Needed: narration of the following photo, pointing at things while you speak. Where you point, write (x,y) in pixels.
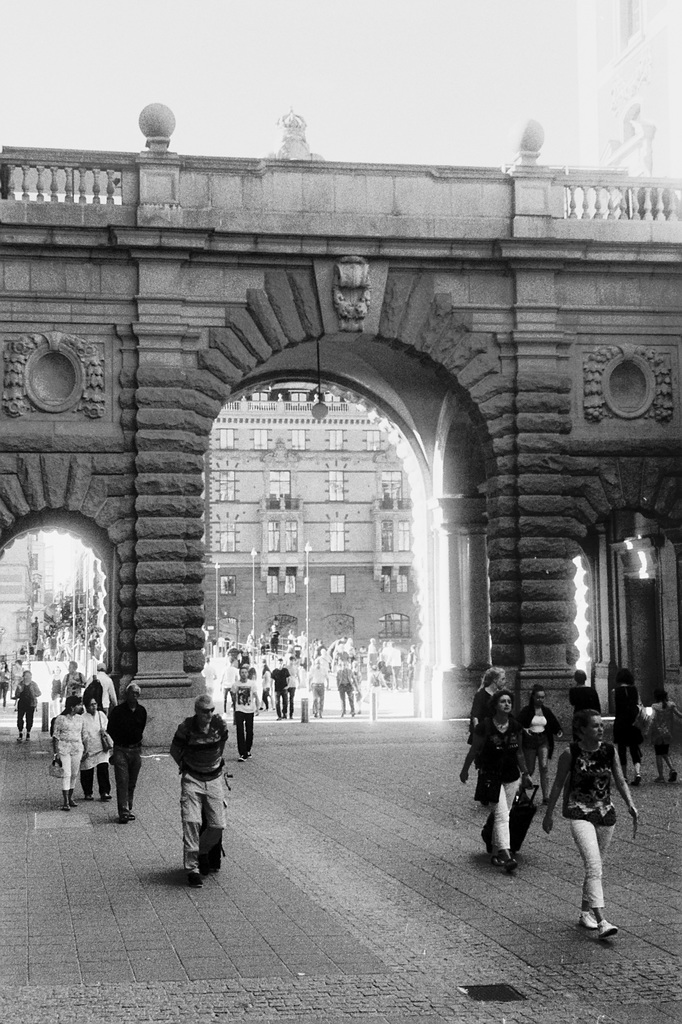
In this image we can see a black and white picture of a group of people (207,764) standing on the ground (371,854). One person (507,771) is holding a bag (518,809). In the center of the image (430,347) we can see the building (119,355) with arches (393,291). In the background (265,445), we can see a building (347,478) with windows (292,548) and the sky (344,59).
